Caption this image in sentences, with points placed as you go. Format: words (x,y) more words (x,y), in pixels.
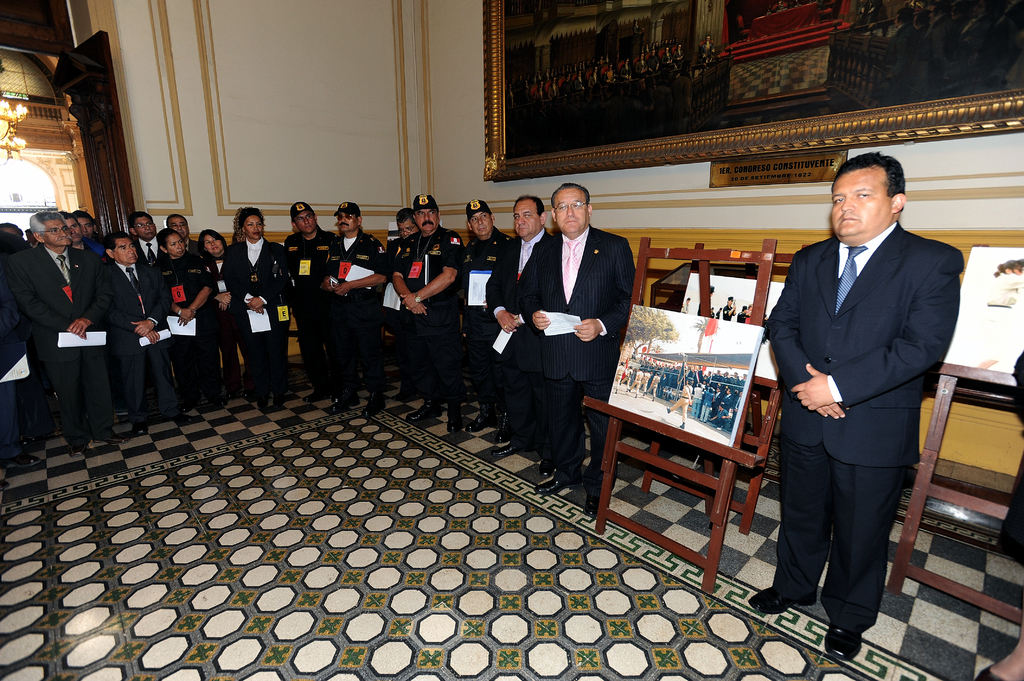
This image consists of many people (583,355) wearing black suits (55,307) and holding papers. At the bottom (359,545), there is a floor (393,543). On the right (692,413), we can see many frames (752,302). In the background (466,100), we can see the walls (272,167) on which there is a big frame (744,107).
